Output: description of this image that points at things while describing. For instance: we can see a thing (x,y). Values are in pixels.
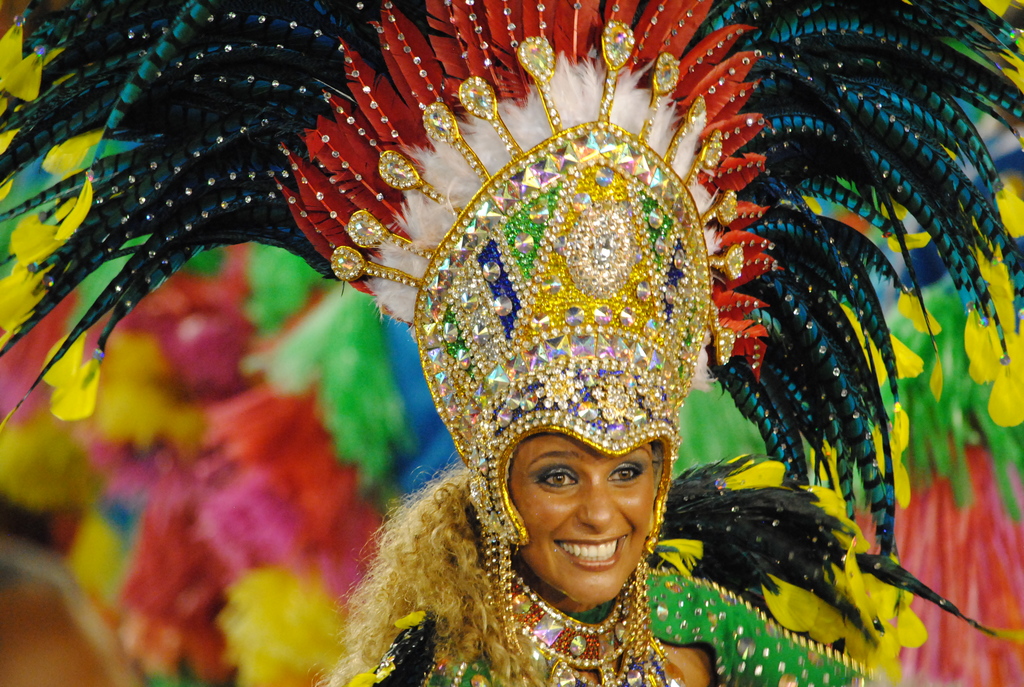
In the center of the image (652,374) we can see a lady (648,482) is wearing costume (679,395) and smiling. In the background of the image (298,415) we can see the streamers (165,396).
